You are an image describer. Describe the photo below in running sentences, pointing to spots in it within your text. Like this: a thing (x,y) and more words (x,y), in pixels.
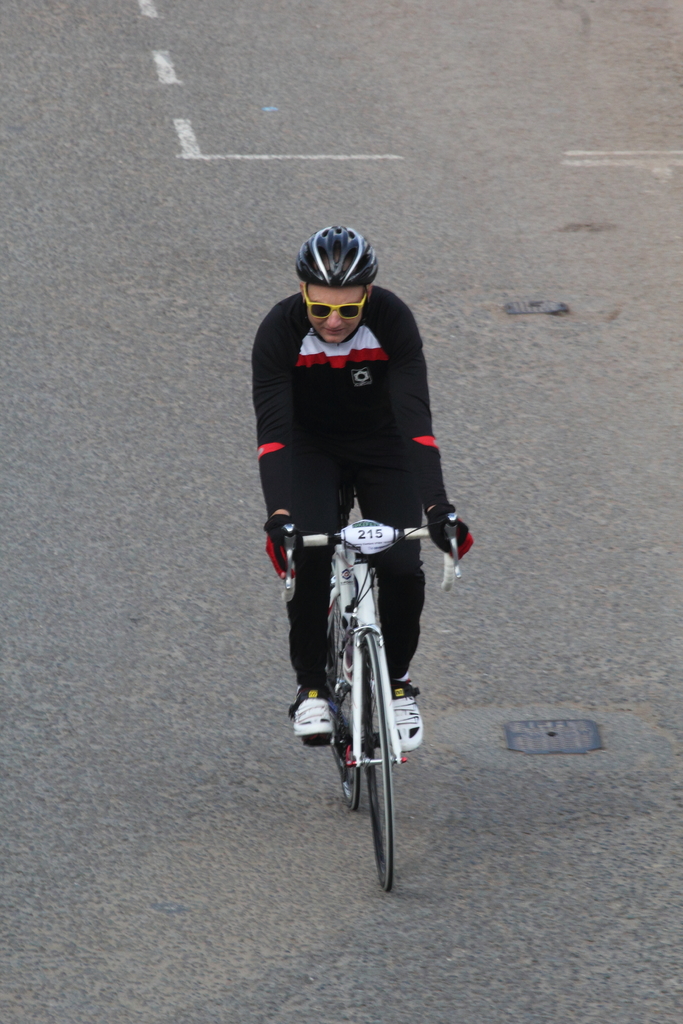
In this picture I can see a person (304,553) wearing helmet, spectacles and riding bicycle (379,838) on the road (442,705).
